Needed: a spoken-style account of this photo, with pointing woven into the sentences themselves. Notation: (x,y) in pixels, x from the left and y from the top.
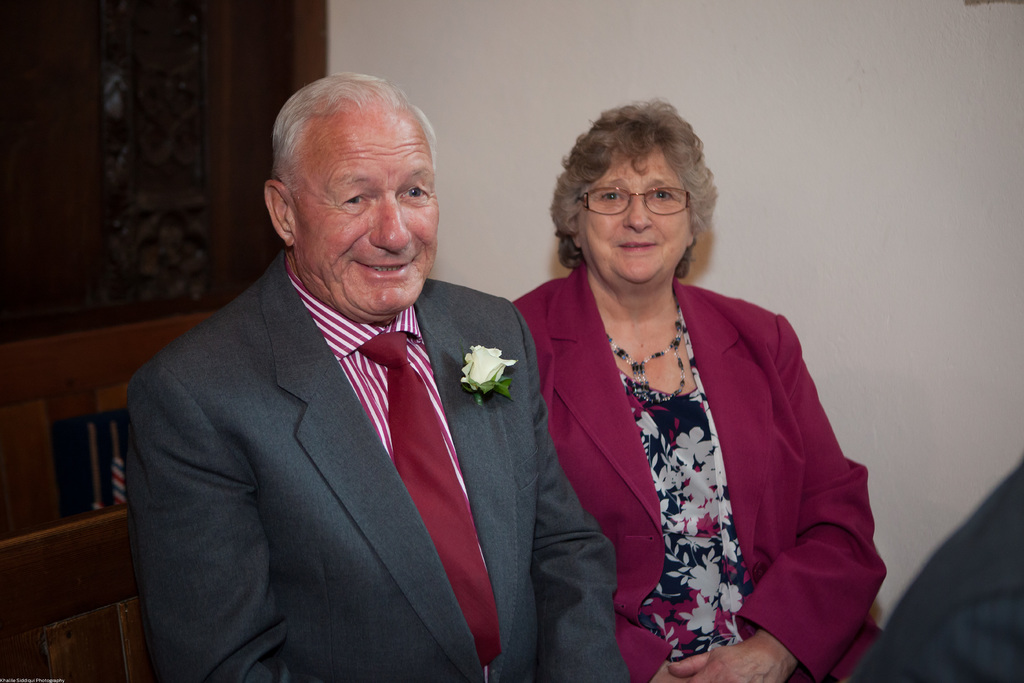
In front of the image there are people (650,475). Behind them there is a wall (689,29). On the left side of the image (186,276) there are carvings (164,218) on the wooden board (165,42). There is some text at the bottom of the image (56,681).
